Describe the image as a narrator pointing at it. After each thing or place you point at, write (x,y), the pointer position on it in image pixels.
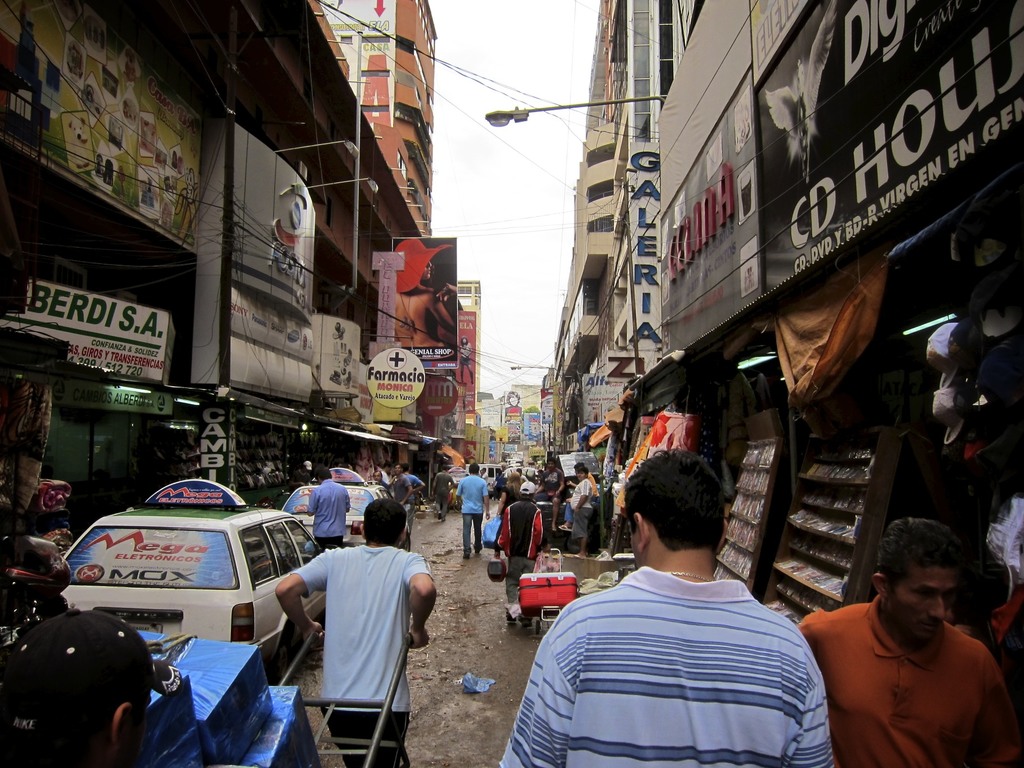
In the center of the image (343,499) we can see persons (319,510) and vehicles (354,489) on the road (548,636). On the right (815,350) and left side of the image (263,292) we can see buildings (376,295), lights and stores (449,404). In the background (570,89) there is sky (528,78).
